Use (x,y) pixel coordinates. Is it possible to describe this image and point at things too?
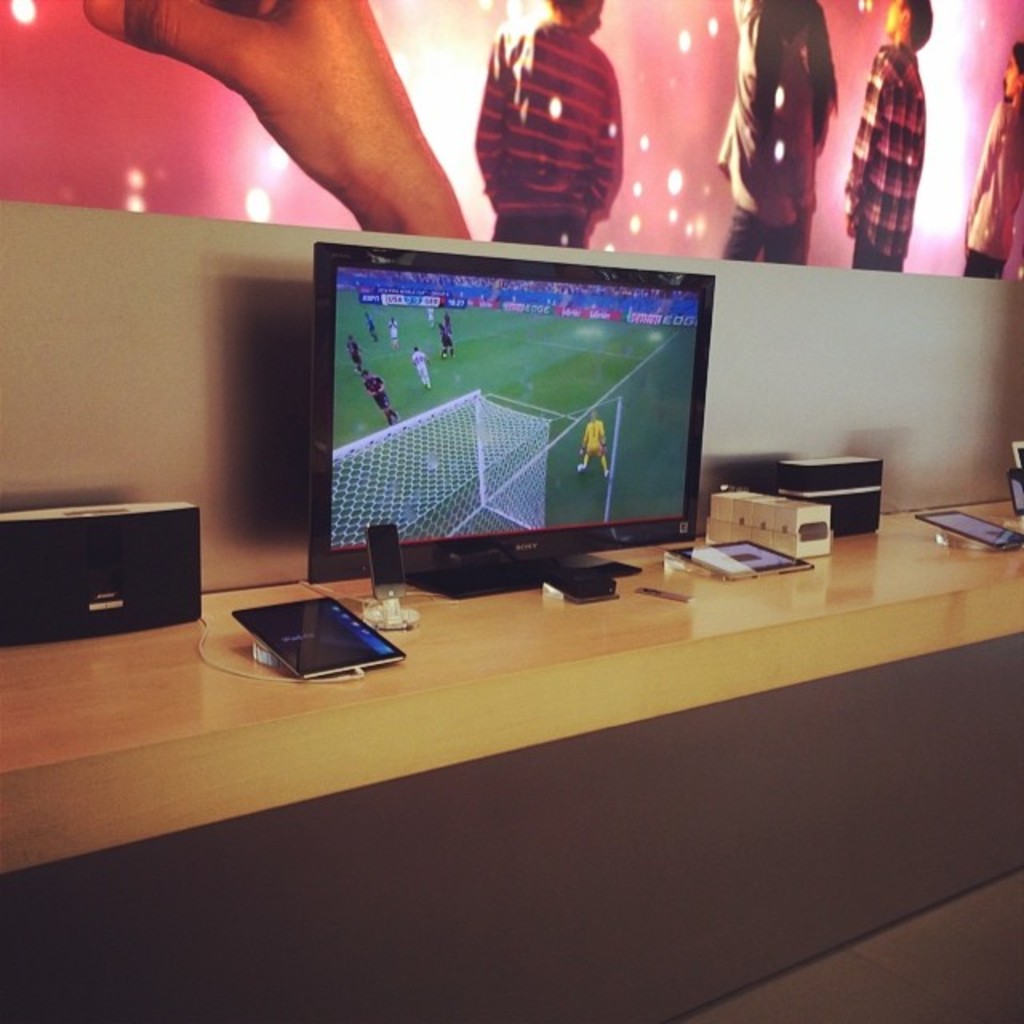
In this picture I can see electronic devices (584,552) on the wooden surface (661,578).
